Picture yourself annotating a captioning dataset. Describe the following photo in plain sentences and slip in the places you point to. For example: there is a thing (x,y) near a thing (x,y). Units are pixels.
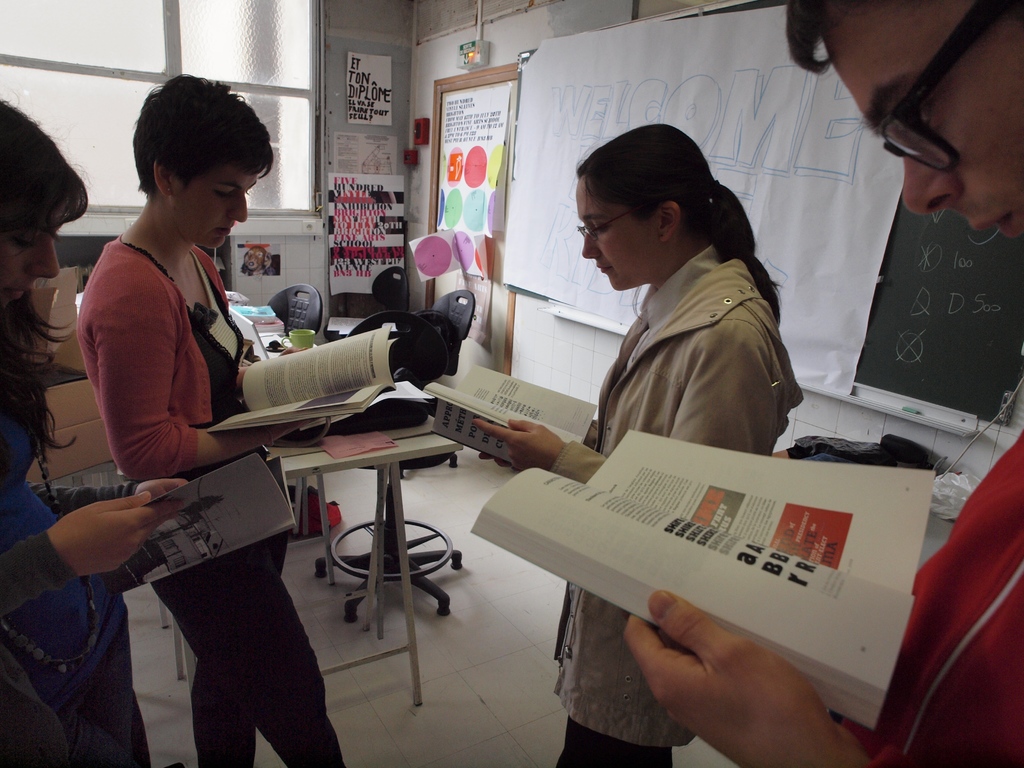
In this picture there are four people (212,420) standing and holding the books (305,376) in their hands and behind there is a board (524,171), some chairs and tables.
